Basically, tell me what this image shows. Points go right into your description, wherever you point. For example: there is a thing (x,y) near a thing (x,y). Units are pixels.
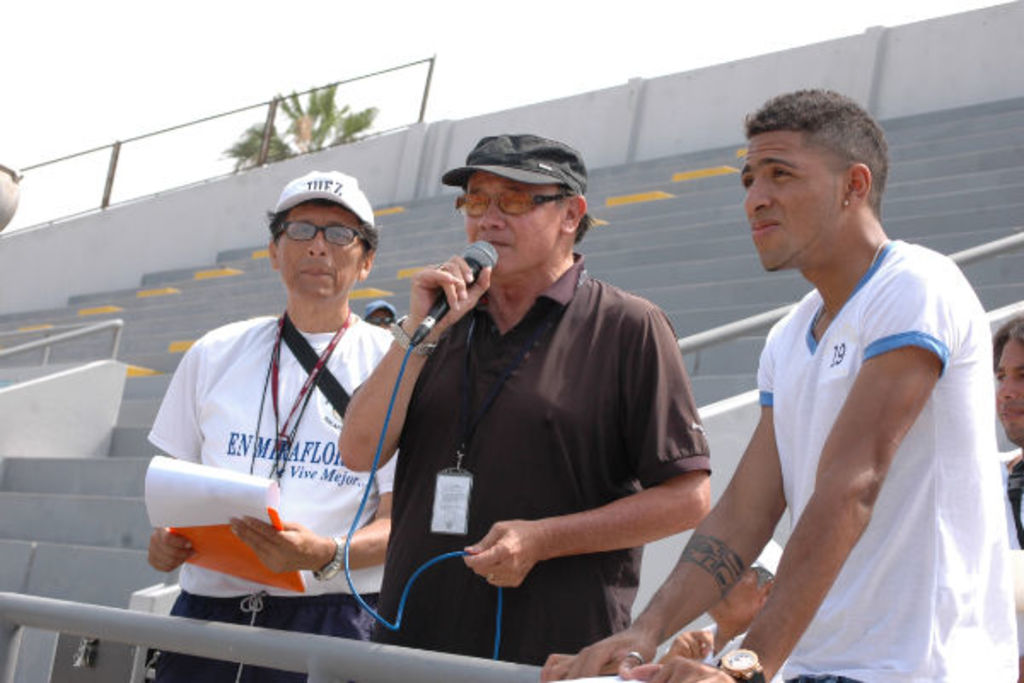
In this image we can see three men (420,307) standing beside a metal pole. In that a man (449,479) is holding a mic (424,321) with a wire (461,553) and the other is holding a pad (251,577) with some papers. On the backside (166,355) we can see the staircase (160,367), two men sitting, the metal railing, a tree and the sky (173,168) which looks cloudy.
